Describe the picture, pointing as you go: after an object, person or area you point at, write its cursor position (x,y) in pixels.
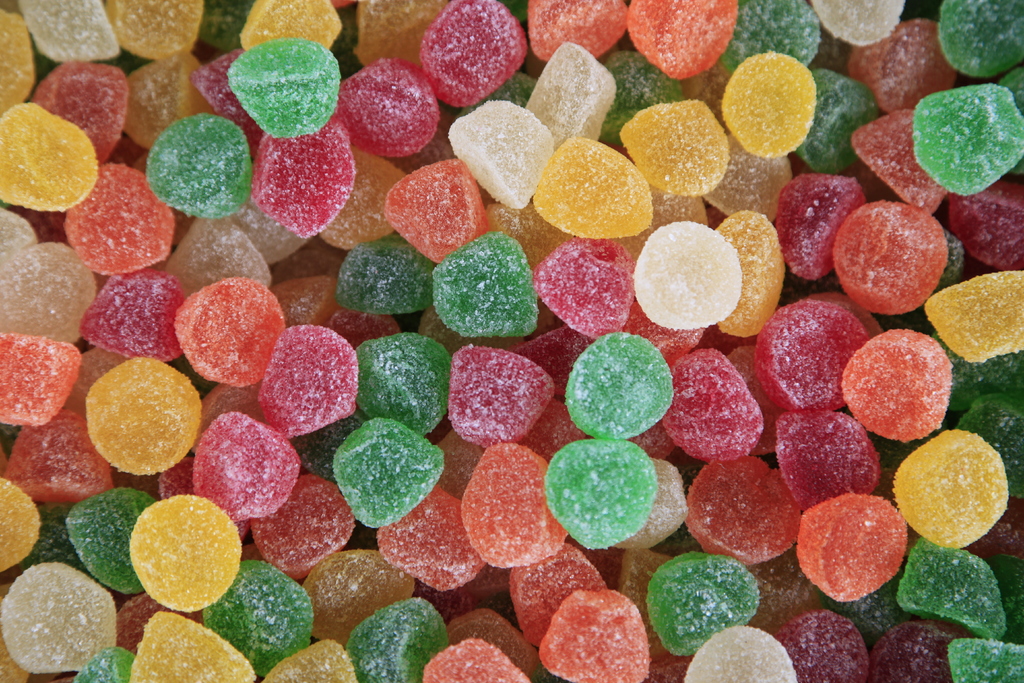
Sugar candies (375,205) of different colors are in a place.
